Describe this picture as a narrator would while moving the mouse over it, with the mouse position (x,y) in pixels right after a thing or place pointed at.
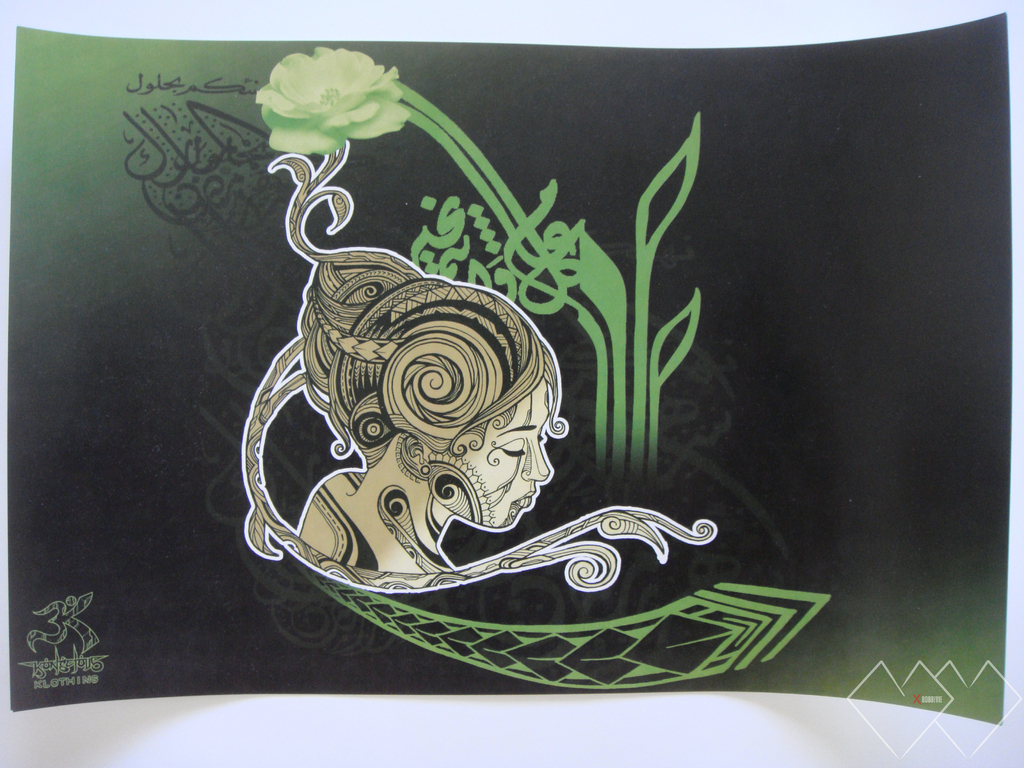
This is an edited picture and in this picture we can see a person's face (522,504), flower (352,75), design (349,362).
